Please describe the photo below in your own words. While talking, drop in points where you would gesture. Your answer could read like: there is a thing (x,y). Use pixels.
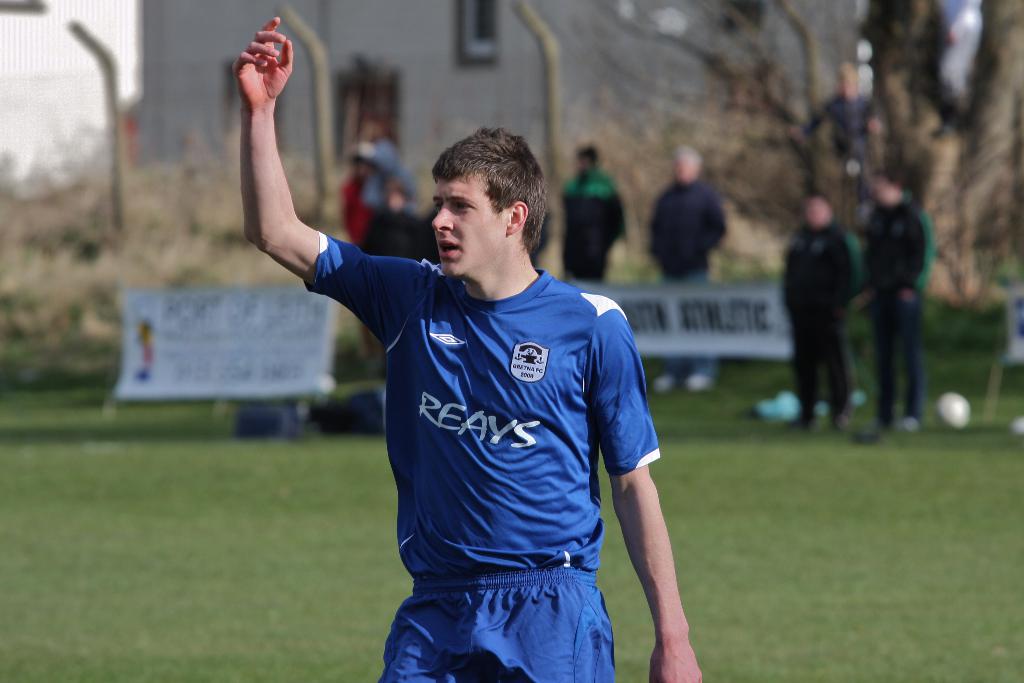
In this image I can see a person (492,458) standing and the person (510,471) is wearing blue color dress (591,596), background (901,253) I can see few other persons (898,239) standing, few banners (704,350) in white color, trees (941,264), buildings (184,73).
